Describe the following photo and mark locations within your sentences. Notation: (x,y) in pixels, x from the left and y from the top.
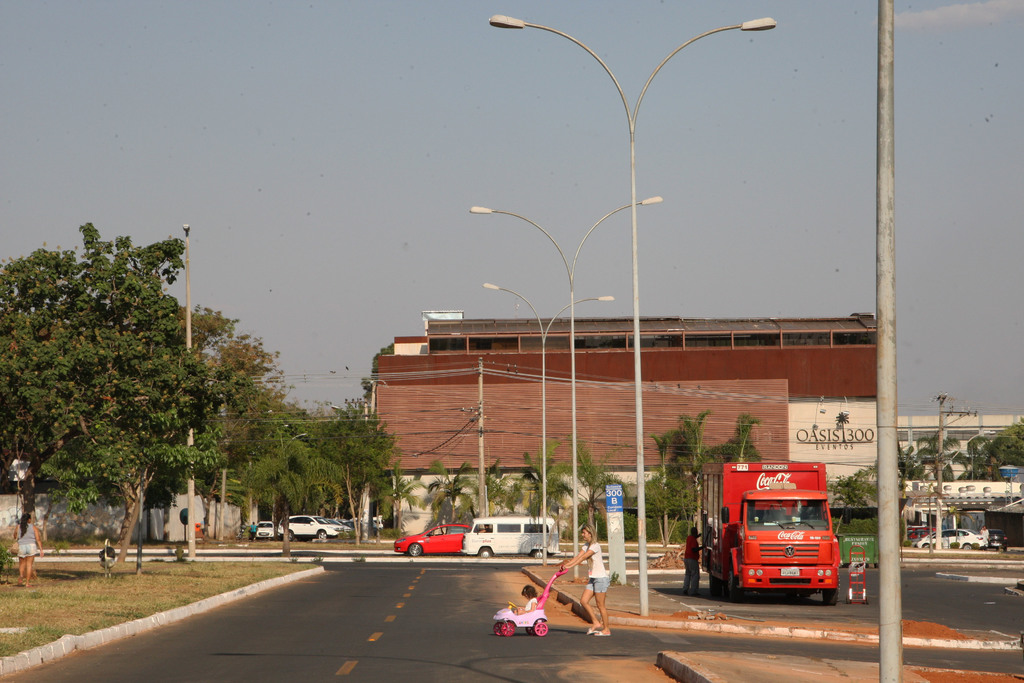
In this picture we can see a child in a stroller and a woman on the road (633,658), here we can see electric poles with lights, vehicles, people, trees (387,447), buildings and some objects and we can see sky (521,168) in the background (720,137).
